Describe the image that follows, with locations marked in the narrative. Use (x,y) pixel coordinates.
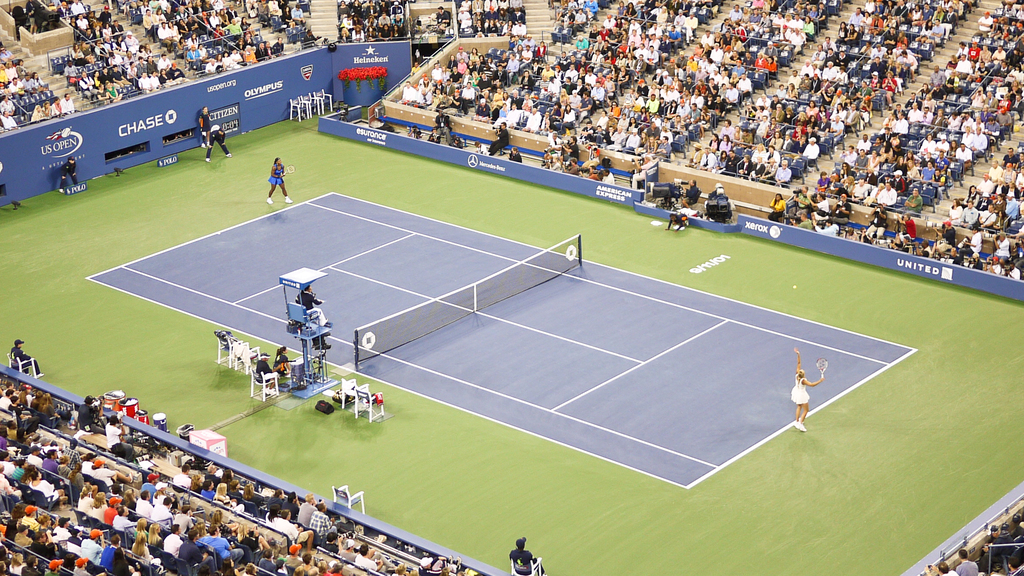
In this picture there are two persons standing and holding the bats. There are group of people (212,543) sitting in the stadium (63,50) and there are group of people (271,561) sitting in the chairs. At the back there are three persons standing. In the middle of the image (515,280) there is a net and there is a ball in the air (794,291). At the back (809,241) there are boards (94,165) and there is text (759,225) on the boards (747,221). Behind the boards (385,56) there are staircases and handrails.
